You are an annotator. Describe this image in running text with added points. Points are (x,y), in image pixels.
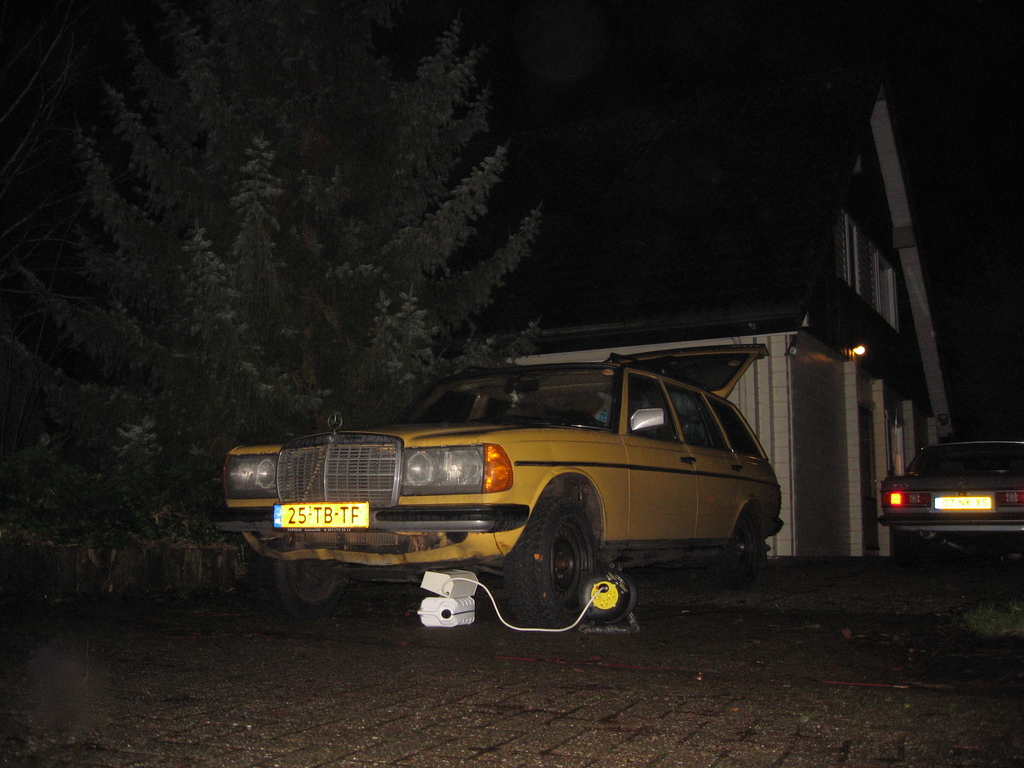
In this image we can see vehicles (628,560). In the background of the image (712,277) there is a building (827,225), trees (98,273) and other objects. At the bottom of the image (640,727) there is the road (548,701).
